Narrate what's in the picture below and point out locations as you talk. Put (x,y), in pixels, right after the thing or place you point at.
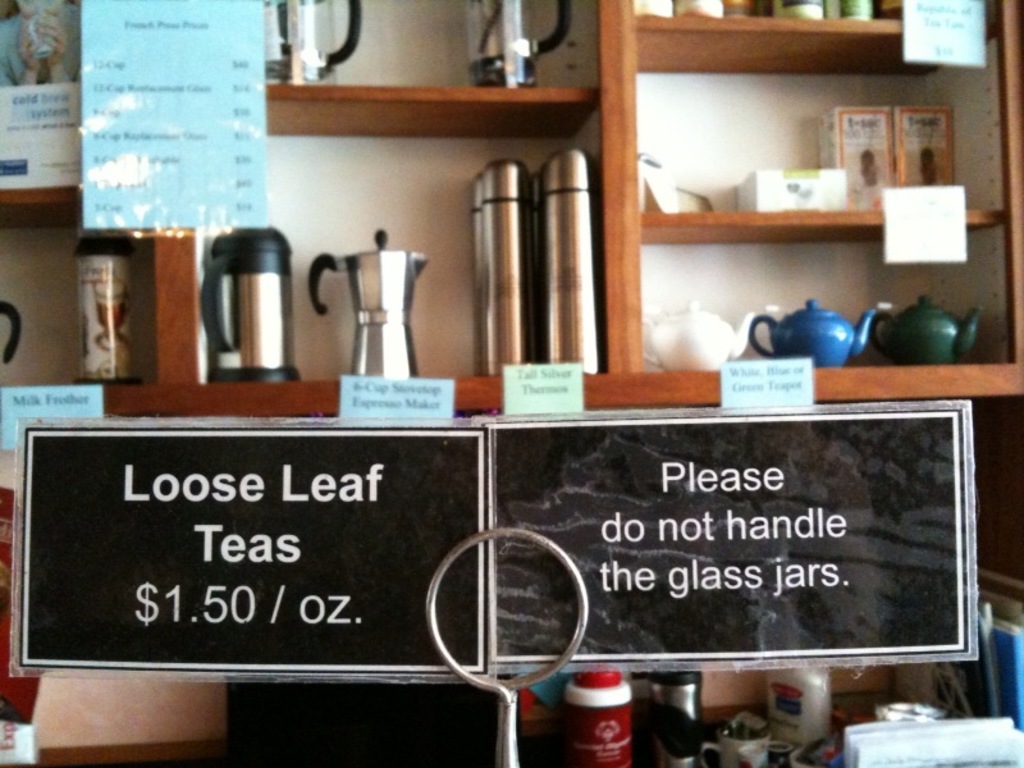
In the middle (507,489) there is a stand (566,555) attached with two boards (523,554), in those two boards (346,527) some text (710,531) is written. In the background (602,311) there are cupboards (433,279). To the right (811,314) there are three jugs (804,339) in the middle (511,301) there are two jars (400,312).
